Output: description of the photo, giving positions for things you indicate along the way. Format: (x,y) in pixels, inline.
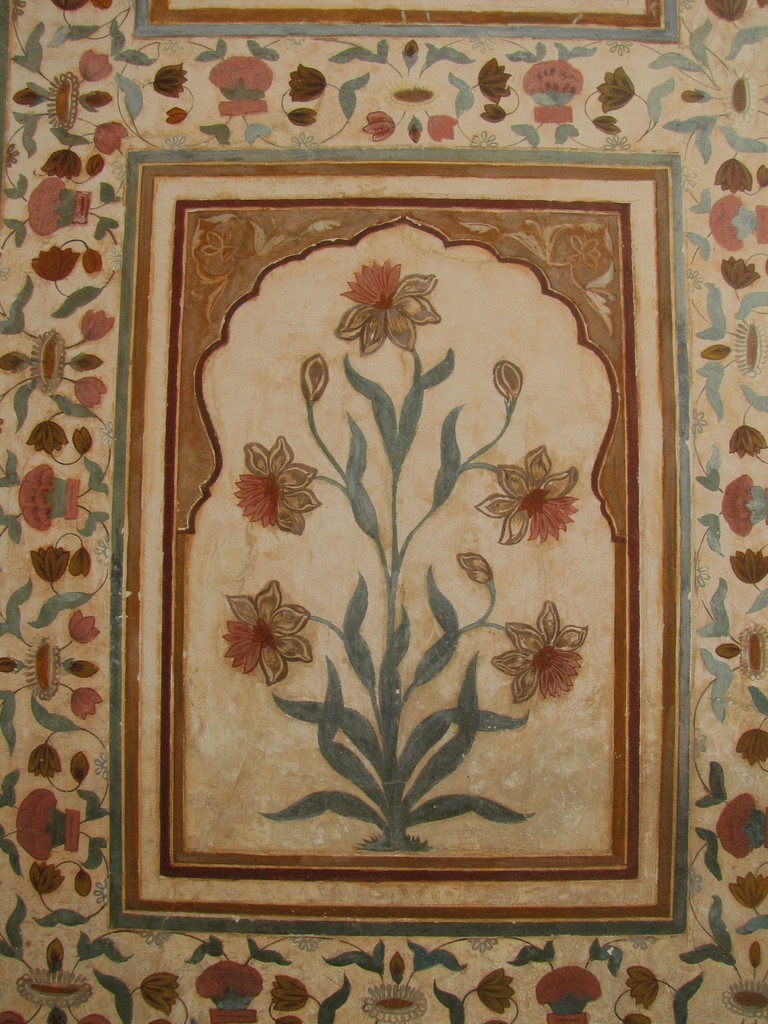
In this image I can see wall painting details (495,599). It has a flower plant (403,627).
